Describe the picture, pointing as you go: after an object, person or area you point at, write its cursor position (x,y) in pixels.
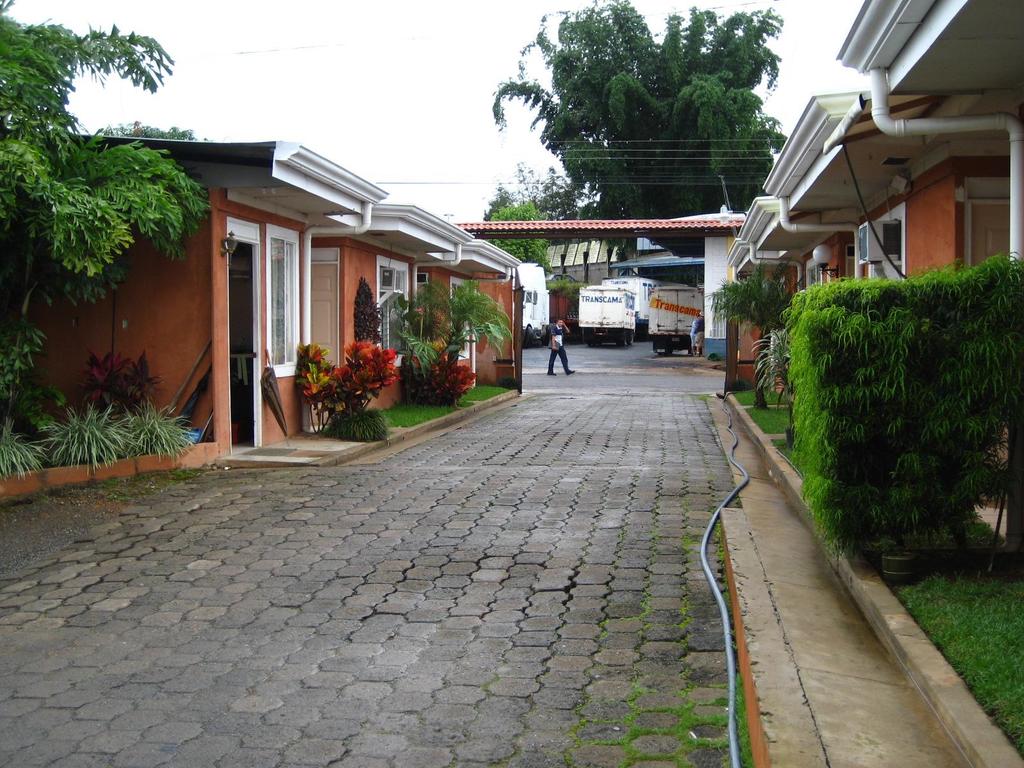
In this image we can see few buildings (346,291), plants (428,363) near the buildings (170,395), few trees (641,125), a person (556,332) walking on the road (617,386) and few vehicles (599,297) under the shed (632,224) and the sky (433,97) in the background (400,89).
